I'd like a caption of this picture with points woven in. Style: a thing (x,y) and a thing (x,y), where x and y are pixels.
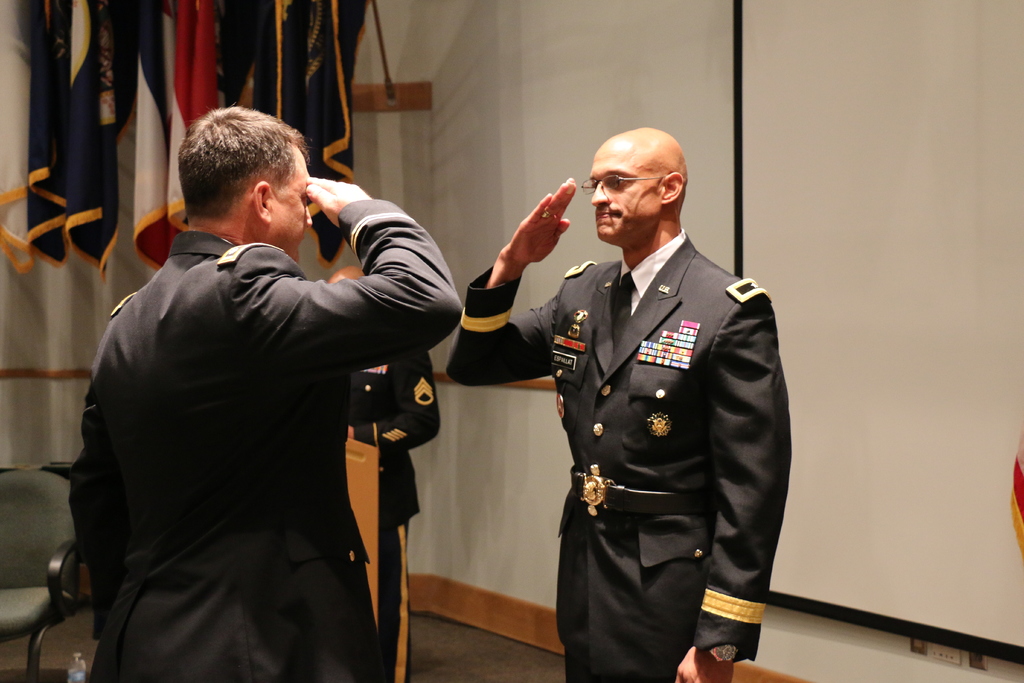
In the foreground of the picture (591,420) there are two soldiers (451,359). In the center of the picture (391,422) there is a soldier (389,449) in front of a podium (362,478). On the left (50,512) there is a chair (50,512). At the top left (118,71) there are flags (246,68). On the right (883,324) there is a projector screen (811,54). In the center of the background (688,31) it is wall (375,147).
